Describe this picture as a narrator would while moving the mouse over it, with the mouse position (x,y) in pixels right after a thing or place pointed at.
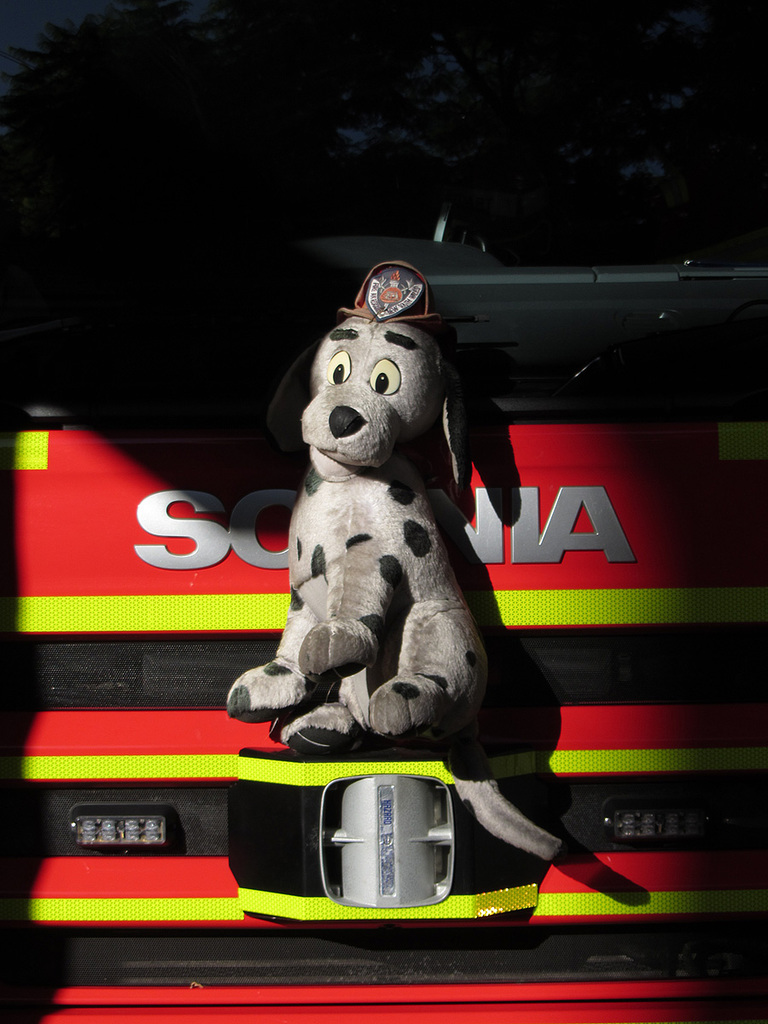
In the picture I can see a toy (521,831) of a dog (504,814) and some other objects (336,878). I can also see something written in red color surface (273,539).
